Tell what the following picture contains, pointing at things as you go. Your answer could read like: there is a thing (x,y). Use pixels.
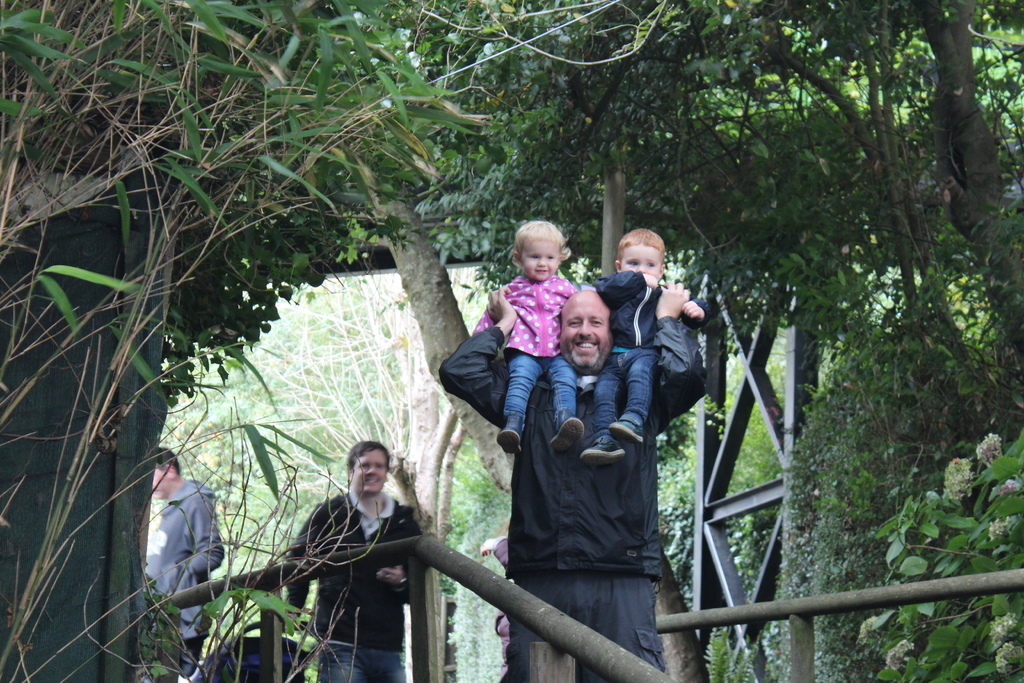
Here we can see few persons (567,511) and he is holding two kids (568,417) with his hands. There are plants (941,658), flowers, and trees (277,336).
